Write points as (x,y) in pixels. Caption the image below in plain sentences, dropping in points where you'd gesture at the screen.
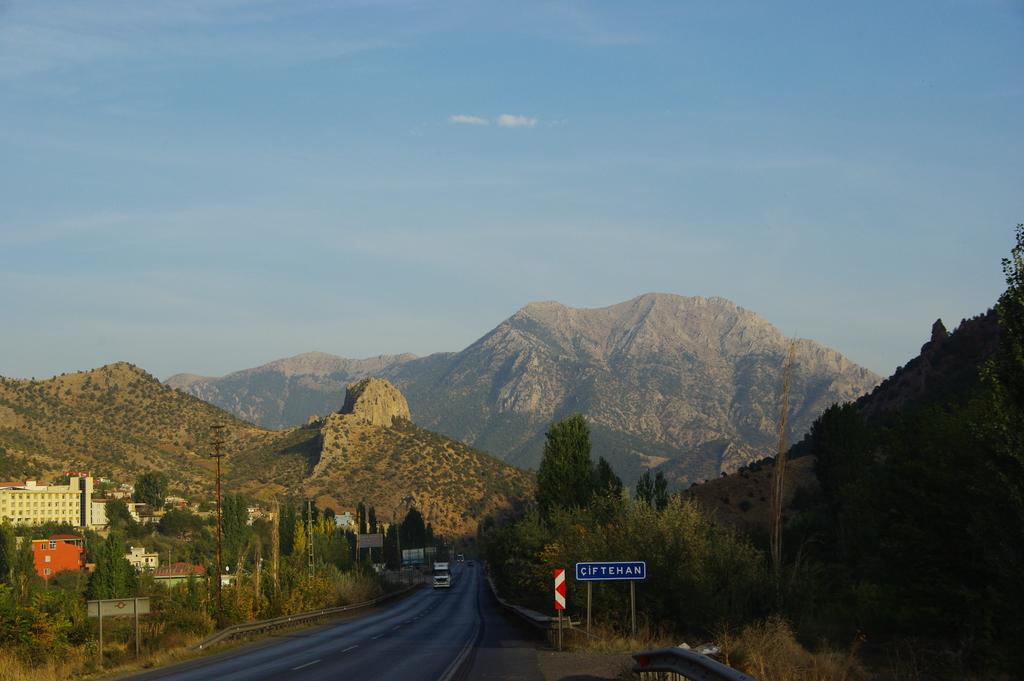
In the image we can see a vehicle (445,576) on the road (432,622). There is a road (356,641), board (557,606), electric pole (219,537), mountain (224,463) and a pale blue color sky (363,209), we can see there are even buildings (66,518).
